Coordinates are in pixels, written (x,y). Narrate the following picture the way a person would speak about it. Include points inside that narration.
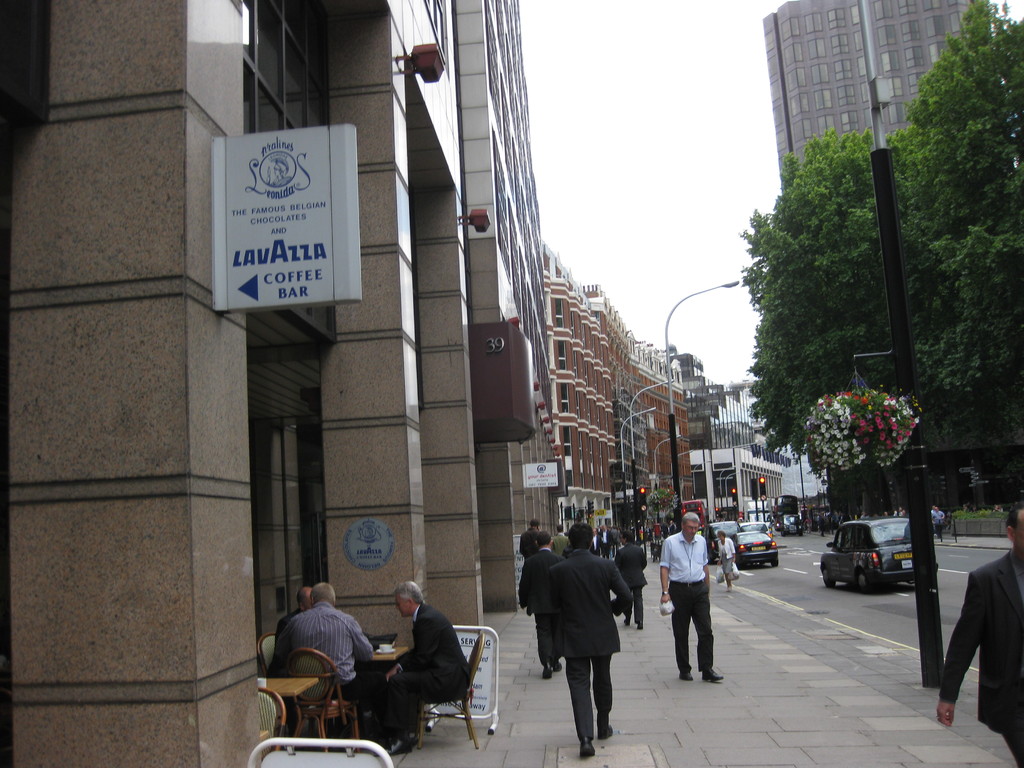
In this image we can see some people (618,608) walking on the footpath (665,630). We can also see some cars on the road (877,634). On the left side (195,564) we can see some buildings (272,581) with windows (287,511) and a board (213,196). We can also see three people (422,598) sitting on the chairs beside a table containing a cup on it. On the right side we can see a plant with flowers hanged to a pole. On the backside (862,485) we can see traffic lights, street poles (673,404), trees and the sky (741,251) which looks cloudy.
